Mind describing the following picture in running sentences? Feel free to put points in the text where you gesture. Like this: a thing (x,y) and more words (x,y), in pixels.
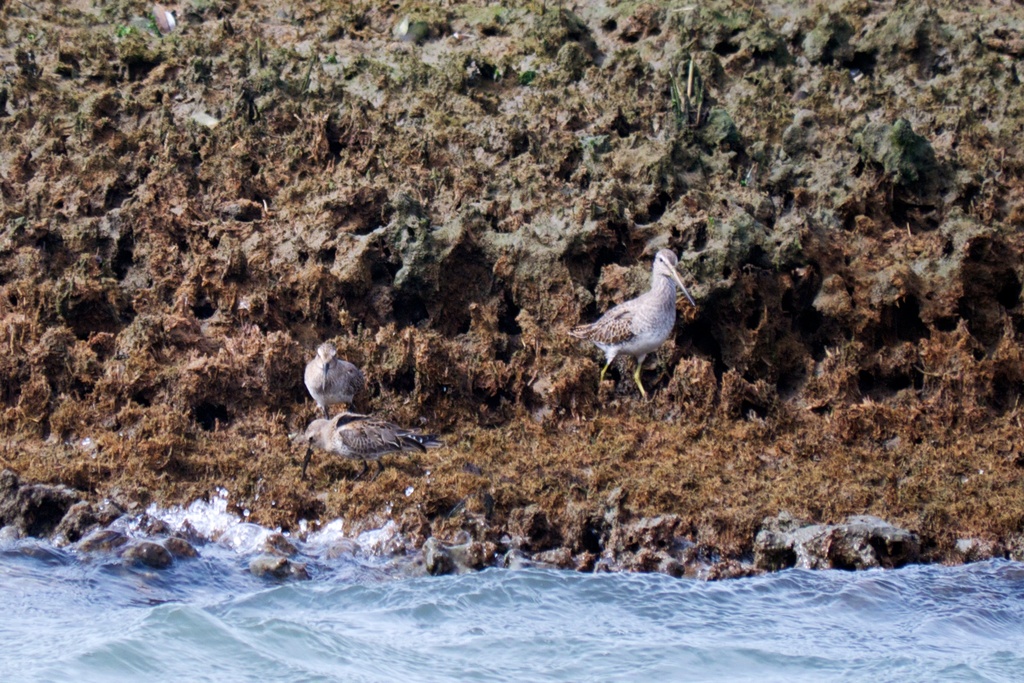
Here in this picture we can see some birds (332,355) present on the ground (293,452) and in front of them we can see water (114,559) flowing over there.
